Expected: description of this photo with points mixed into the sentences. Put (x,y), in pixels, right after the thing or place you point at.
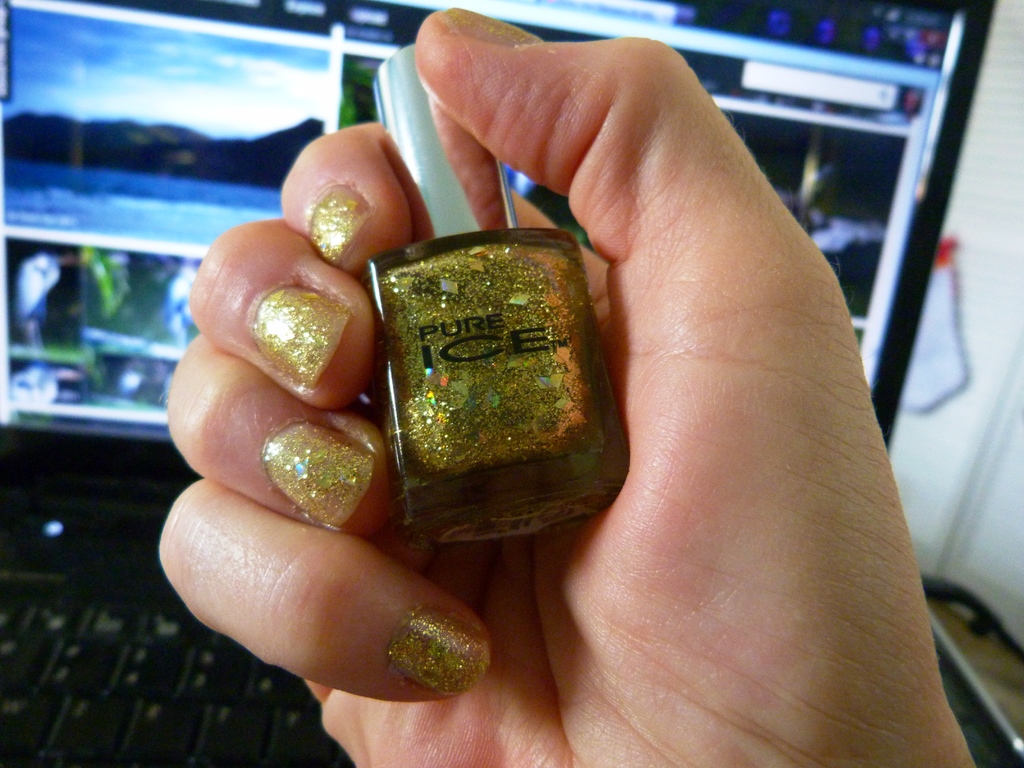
In this image I see a person's hand (406,195) who is holding a nail polish (388,282) and I see that the nail polish (439,266) is of golden in color and I see 2 words (475,317) written over here. In the background (323,0) I see a laptop (376,14) and on the screen (291,100) I see few pictures (782,180) and I see that it is blurred in the background (991,410) and I see the white color thing (1007,83) over here.
